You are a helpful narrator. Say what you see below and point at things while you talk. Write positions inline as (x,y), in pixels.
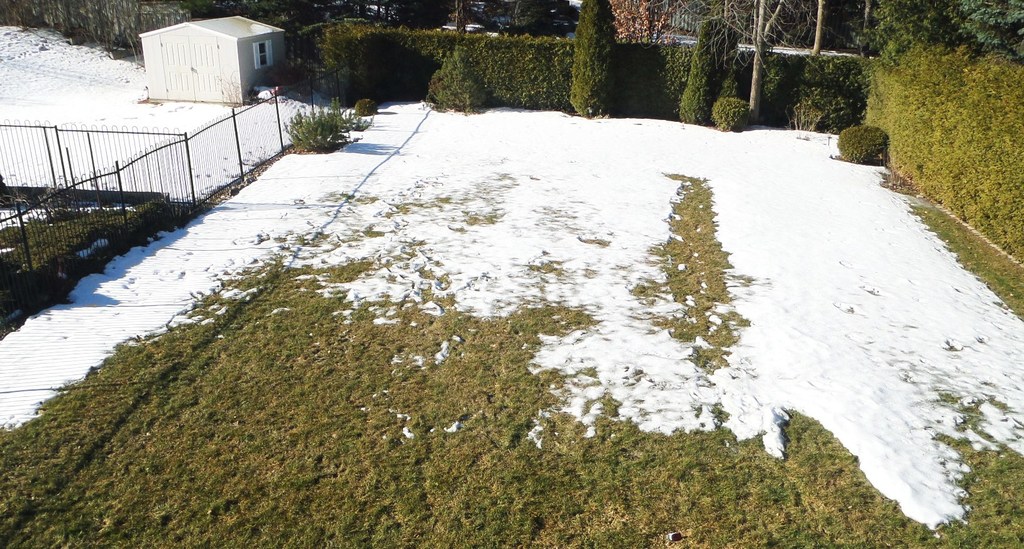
In this image we can see some grass (345,404), snow (587,194), on left side of the image (211,132) there is fencing (65,166), hut (213,66) and in the background of the image (1014,194) there are some trees (649,97), plants (579,55).
